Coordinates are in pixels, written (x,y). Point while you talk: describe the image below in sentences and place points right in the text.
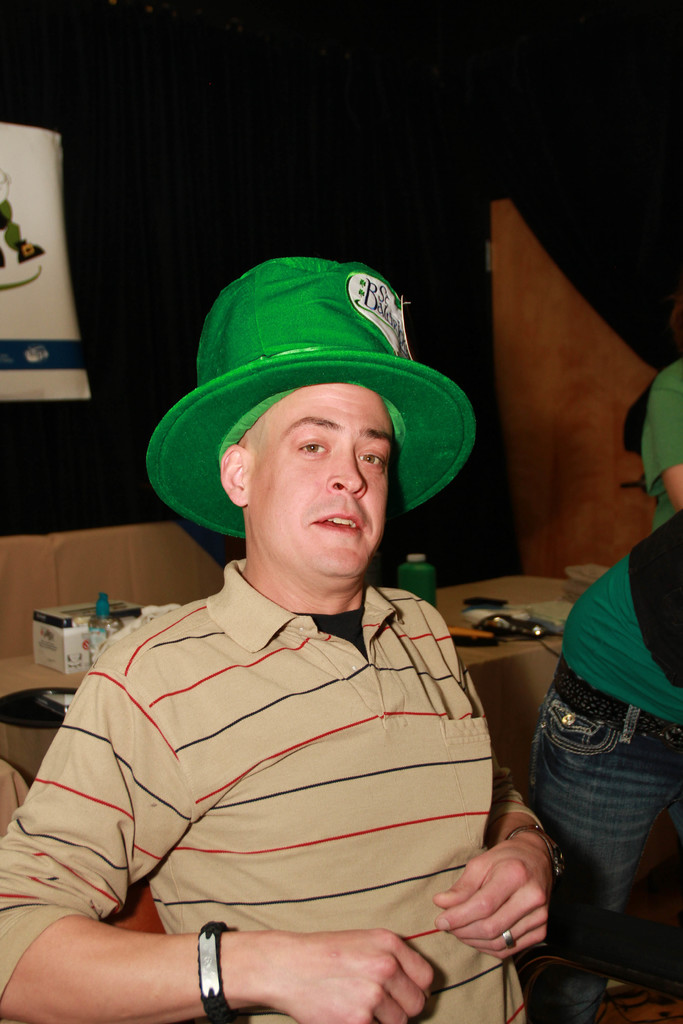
In the image there is a man (280,699), he is wearing a hat (230,389) and behind him there are two other people (648,492). In the background (512,744) there is a table (476,669) and on the table (478,589) there are some objects (496,628).
